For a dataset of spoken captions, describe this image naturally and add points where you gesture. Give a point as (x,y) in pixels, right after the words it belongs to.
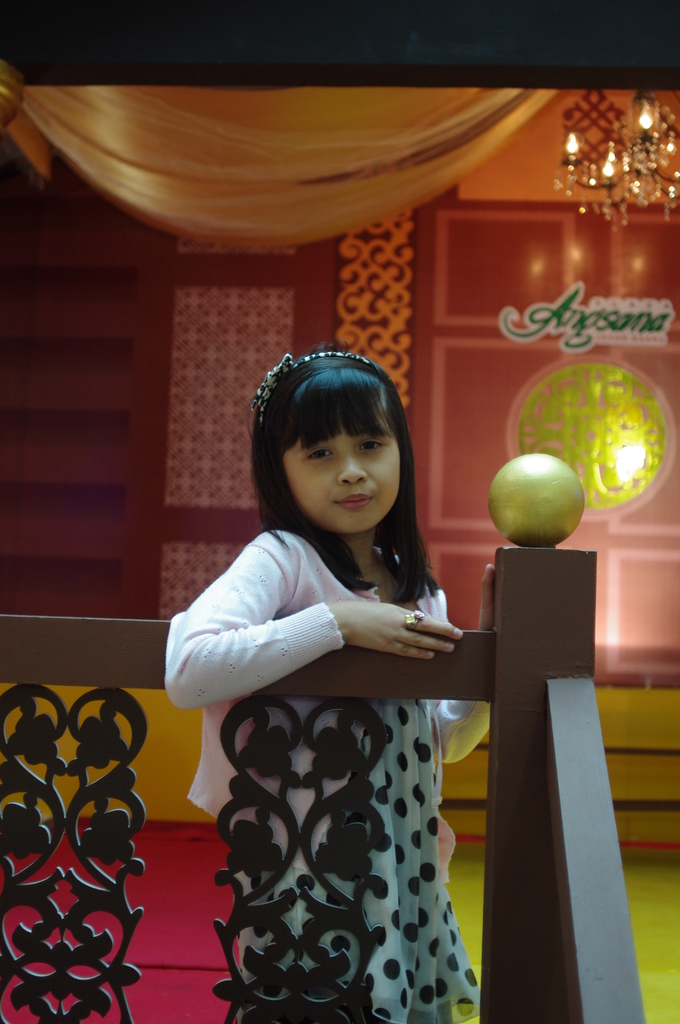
This picture is clicked inside the room (179,750). In the foreground (66,620) we can see the railing (549,660) and a girl (341,476) wearing a frock (404,742) and standing on the ground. In the background (315,142) we can see a curtain (315,142), a chandelier (626,169) seems to be hanging on the roof (603,55) and we can see the text (516,322) on the wall (179,322) and some objects (574,386) in the background (580,351).
